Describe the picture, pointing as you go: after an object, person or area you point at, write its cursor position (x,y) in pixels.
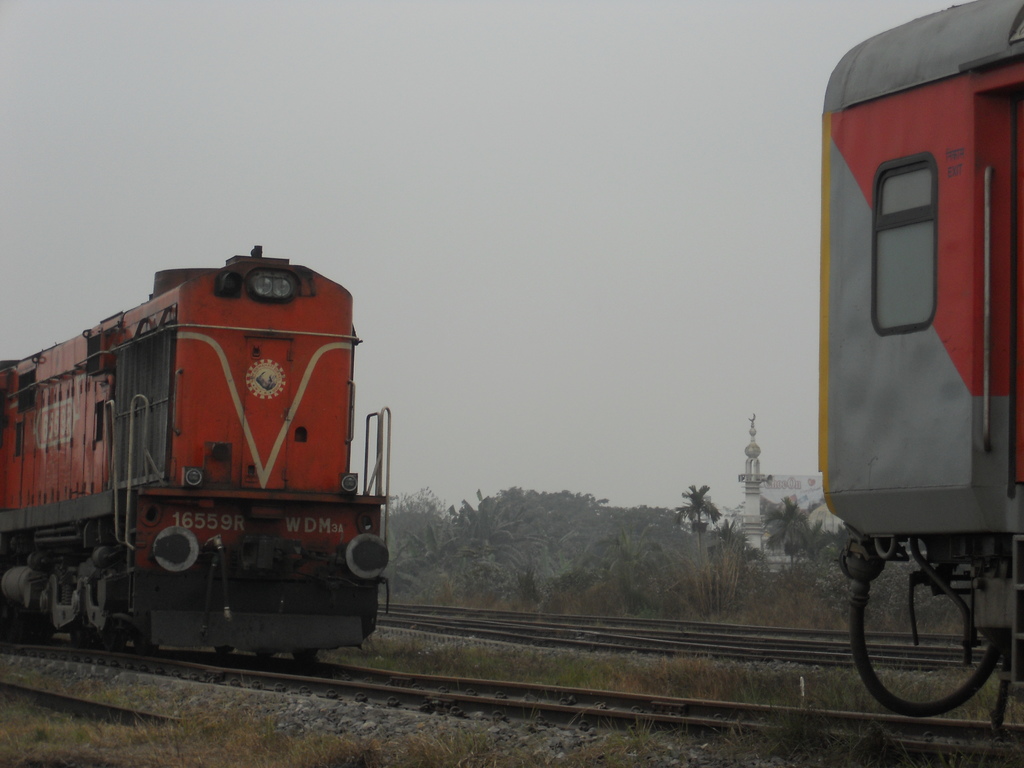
In this image we can see the trains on the track (435,683). We can also see some stones (587,741), grass (520,652), a group of trees (771,548), a tower (746,526) and the sky (651,446) which looks cloudy.
